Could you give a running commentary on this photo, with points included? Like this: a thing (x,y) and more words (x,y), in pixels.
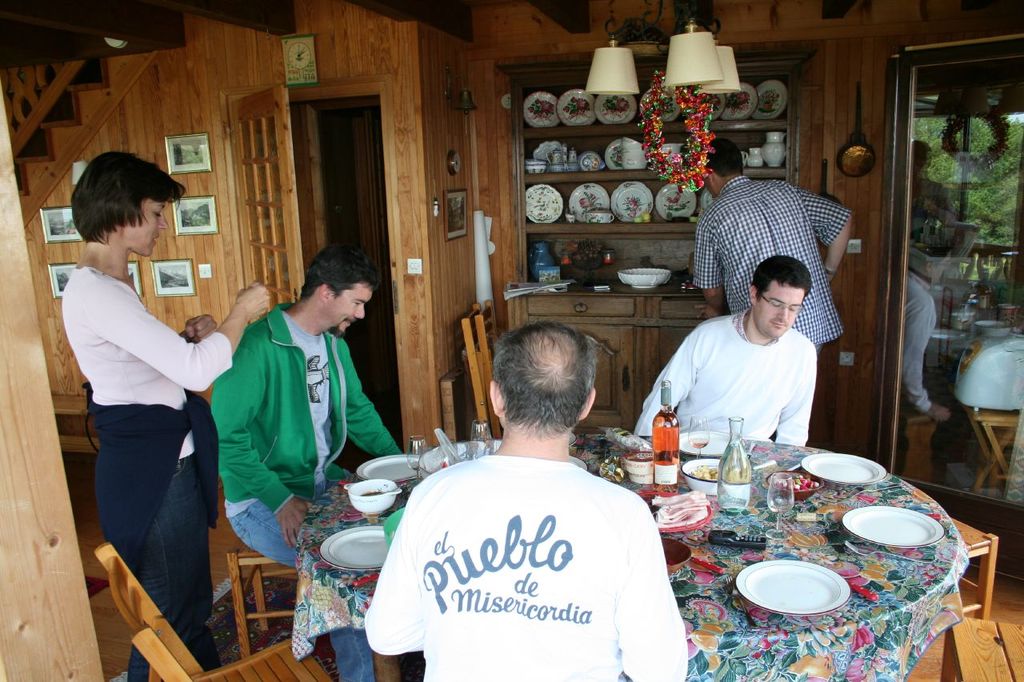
In the picture we can see an inside view of a wooden house (874,231) with some door (276,183), racks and some plates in it and a man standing near it and we can also see a dining table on it, we can see some food items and near it, we can see chairs (315,661) and some men (793,260) are sitting in it and to the wall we can see photo frames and we can also see a woman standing near the table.
